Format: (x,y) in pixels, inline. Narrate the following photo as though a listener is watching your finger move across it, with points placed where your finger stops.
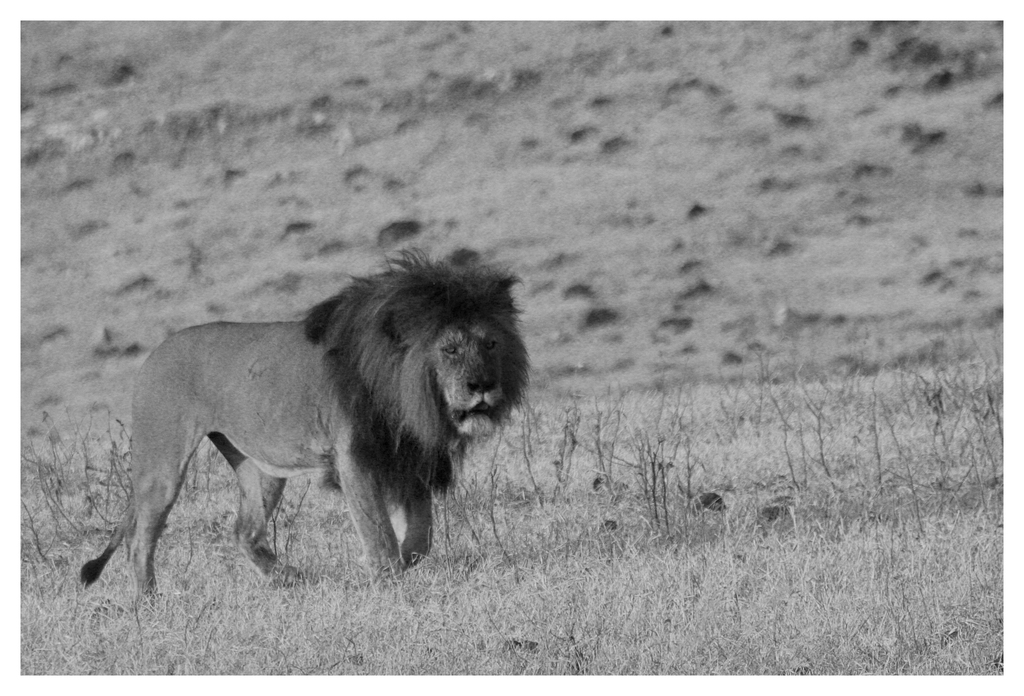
This is a black and white picture, there is a lion (326,427) walking on the grassland (591,510).
